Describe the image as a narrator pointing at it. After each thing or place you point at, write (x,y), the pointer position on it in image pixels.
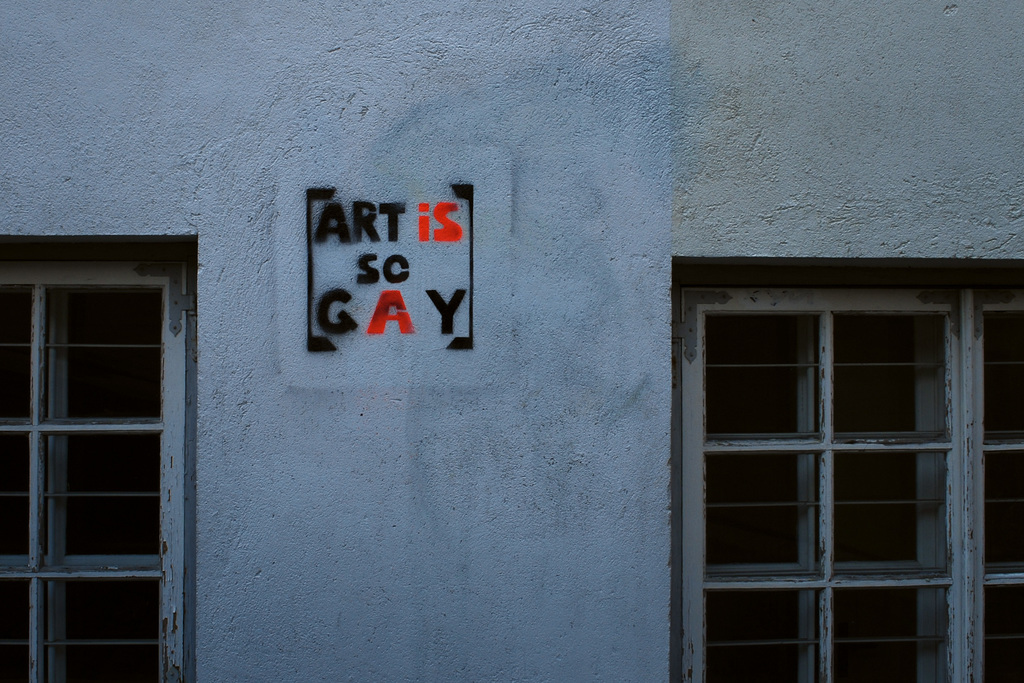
In this picture we can see windows (28,473) and here some text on this wall (352,451).
